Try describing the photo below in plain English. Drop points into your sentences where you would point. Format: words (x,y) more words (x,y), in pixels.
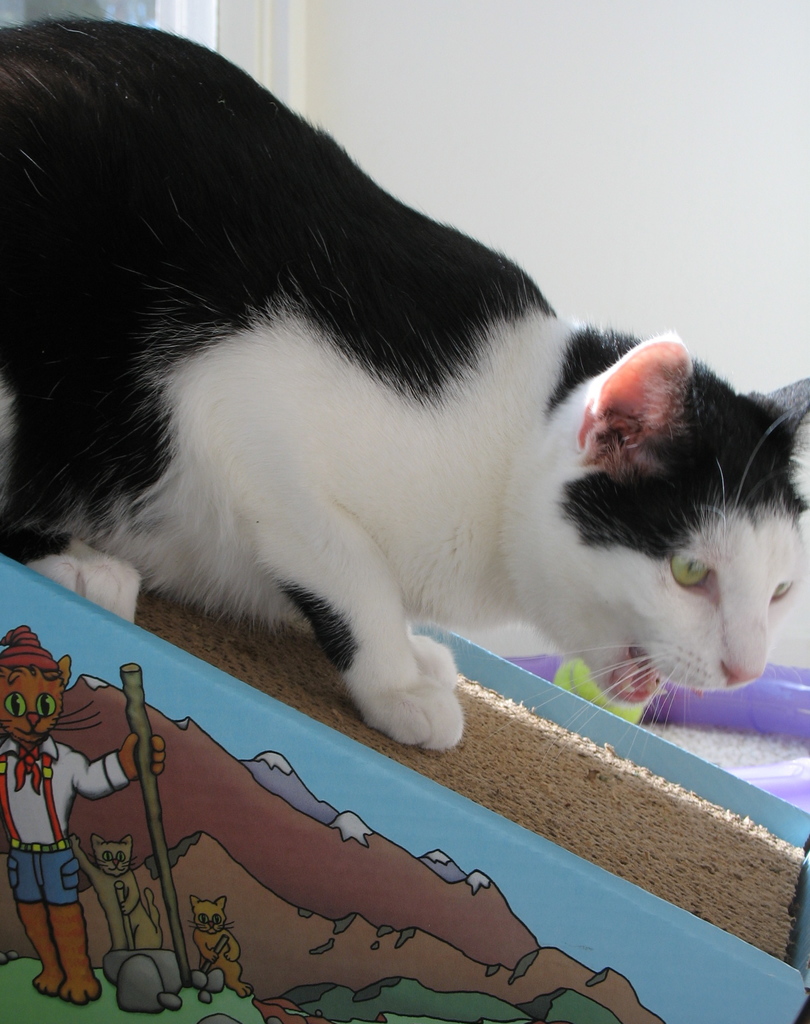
In this image we can see a cat (390,510) which is in black and white color is on the surface (540,761) and we can see some paintings (449,815) and in the background of the image (491,81) there is a wall (571,208).
